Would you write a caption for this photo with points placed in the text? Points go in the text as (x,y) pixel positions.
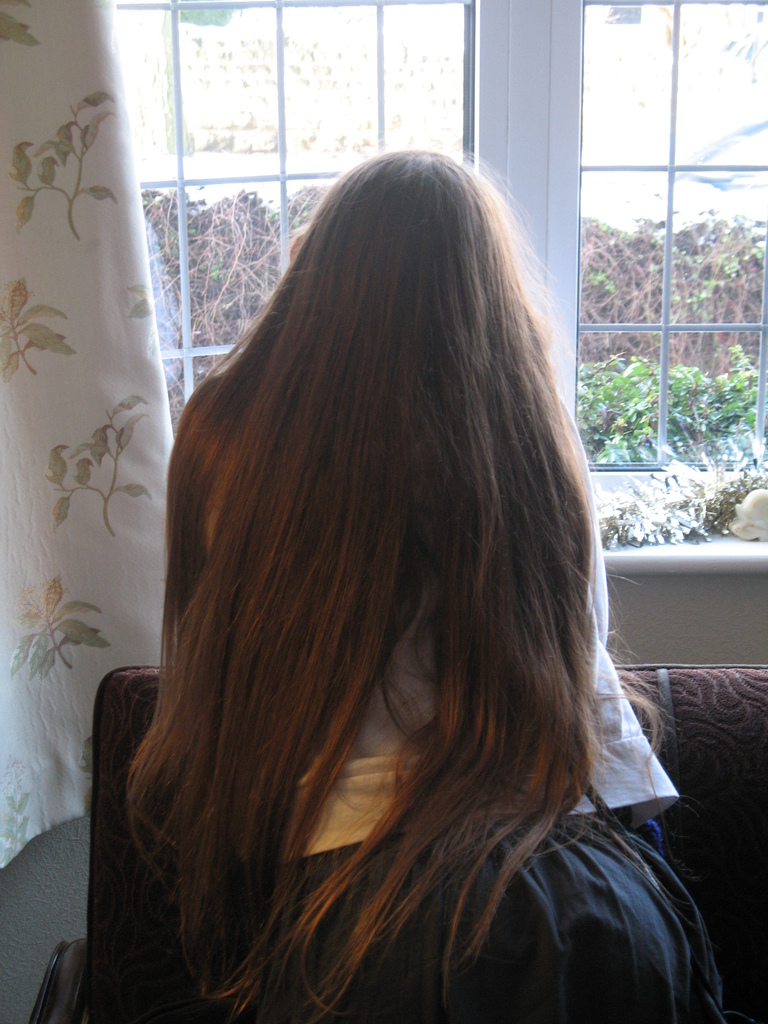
In this image I can see the person (418,711). In-front of the person (385,695) I can see the couch (693,670), curtains (10,375) and the window (288,190). Through the window (288,190) I can see many trees (704,398).
